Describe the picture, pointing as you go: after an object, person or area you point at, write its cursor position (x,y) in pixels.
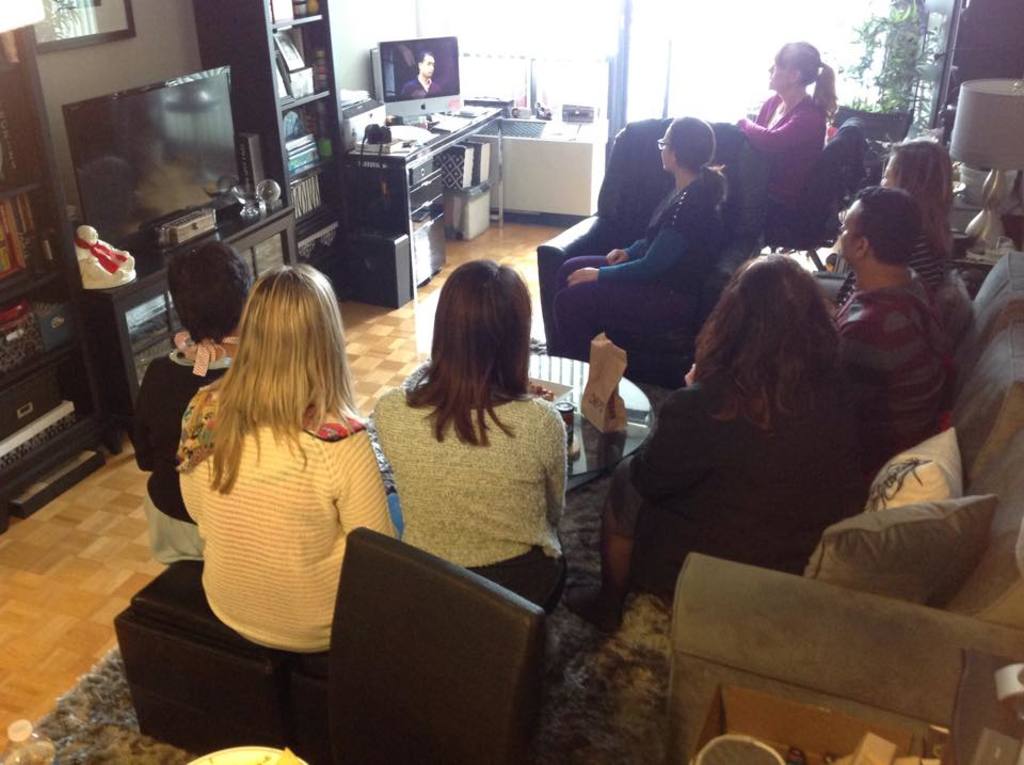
Here in this picture we can see a group of people (717,232) sitting over a place (658,366) and in front of them we can see a table (163,256) with a television (174,154) and some things (110,268) present on it and beside that on either side we can see racks (63,244) with books (9,226) present and we can also see another table (435,180), on which we can see a monitor (407,102) present and beside that we can see headphones (376,142) present and below that table (425,152) we can see some boxes (454,189) present and we can see all of them are watching the monitor screen (430,90) and on the wall (137,28) we can see a portrait (82,25) present and behind them we can see a lamp (962,162) present and we can also see a plant (891,80) present.
